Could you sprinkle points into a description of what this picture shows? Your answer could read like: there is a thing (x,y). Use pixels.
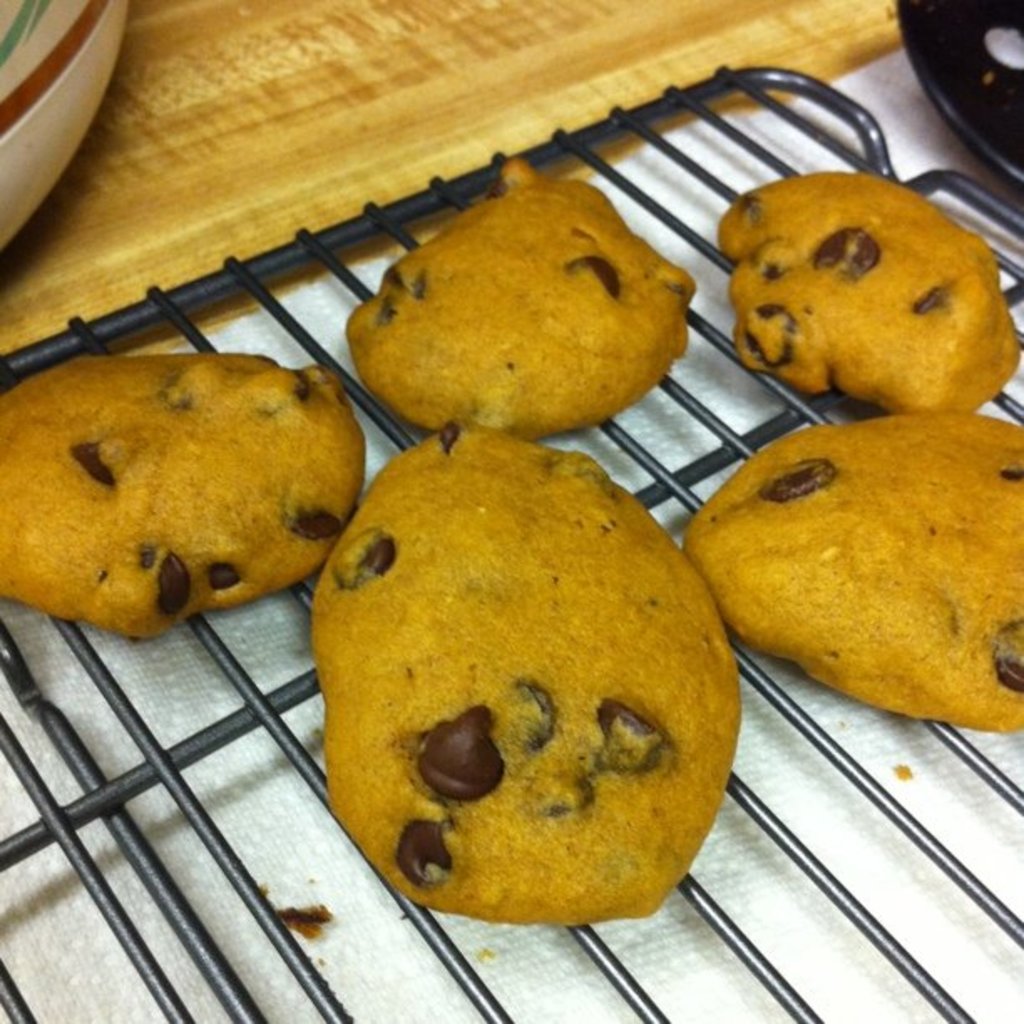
In this picture I can observe some food (277,492) placed on the black color grill (639,461). The food (512,498) is in yellow color. The grill (790,706) is placed on the cream color table (464,65).
